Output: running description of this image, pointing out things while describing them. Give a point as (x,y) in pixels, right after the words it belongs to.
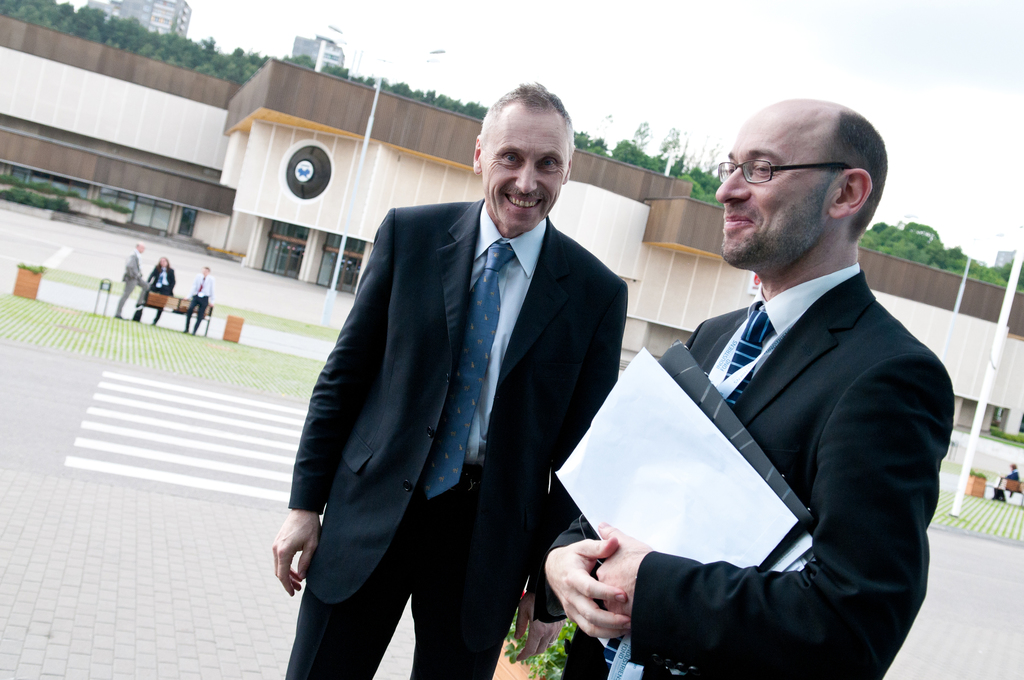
In this image I can see a person (835,436) wearing white shirt (764,302) and black blazer (845,409) is standing and holding few files (719,486) in his hand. I can see another person (565,416) wearing white shirt (500,348), black blazer (505,431) and black pant (453,571) is standing and smiling. In the background (342,212) I can see a building (261,188) which is brown and cream in color, few trees (119,34), few white colored poles (358,182), few other buildings (305,50), few persons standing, a bench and the sky (569,68).
